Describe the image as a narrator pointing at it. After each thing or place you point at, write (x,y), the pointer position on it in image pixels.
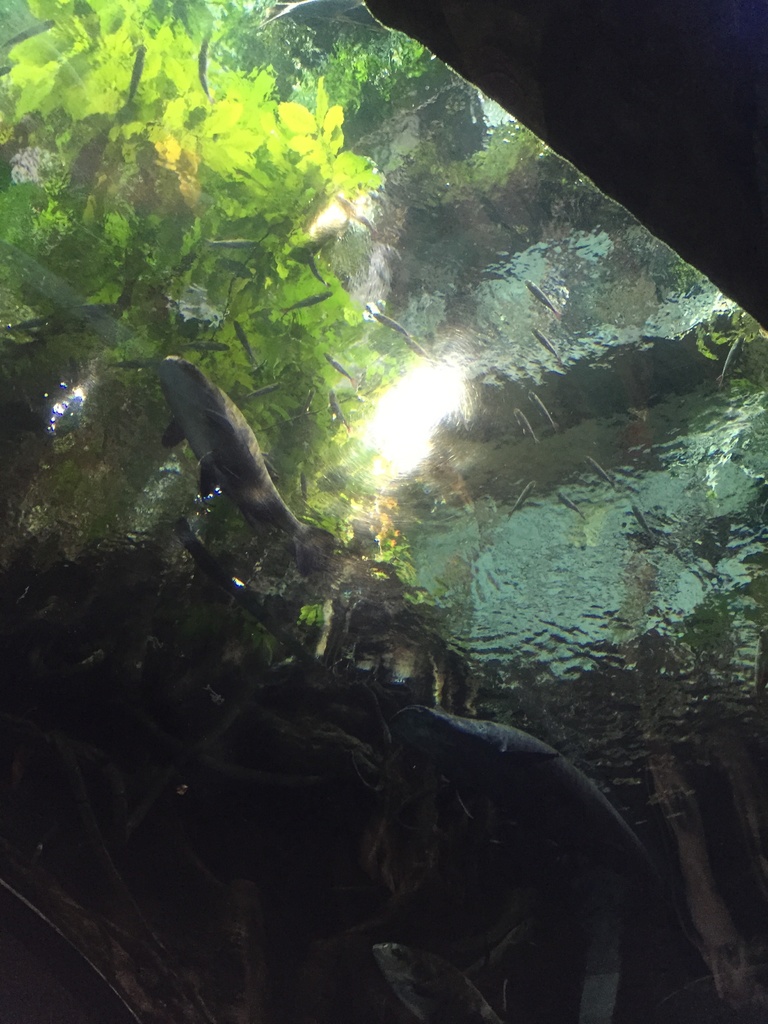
In this image, I can see few fishes (246,340) moving in the water (347,331). I can see the reflection (224,152) of the tree (252,195).
